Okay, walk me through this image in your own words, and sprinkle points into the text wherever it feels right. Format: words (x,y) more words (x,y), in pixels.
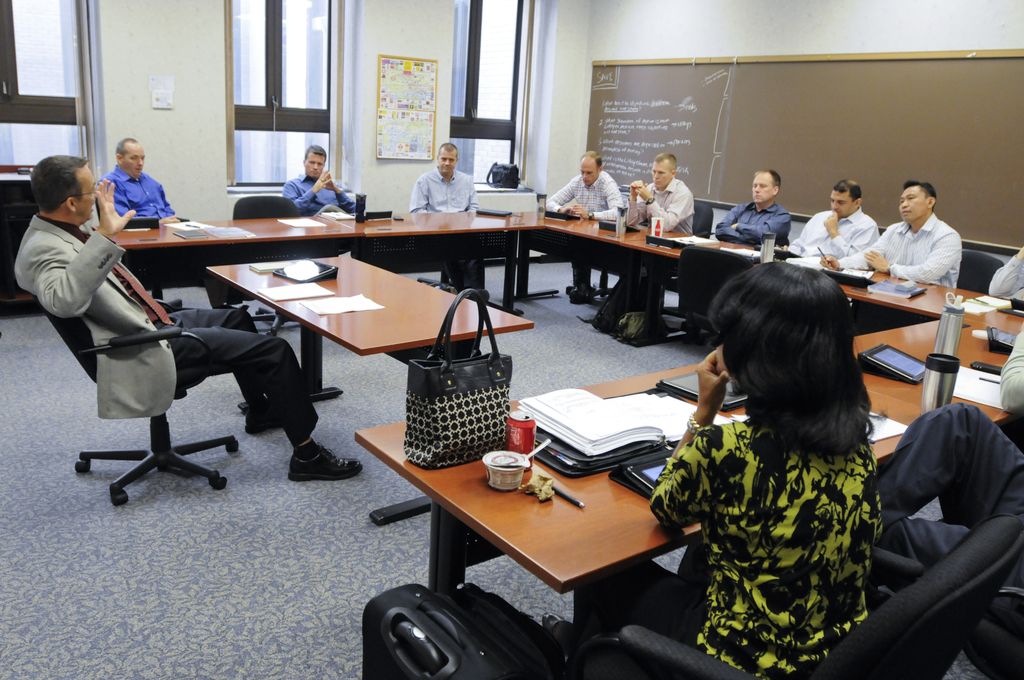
In this picture there are a group of people (925,476) sitting in a square shape, this a man (299,387) sitting here and raising his right hand (99,202), he has a table (339,273) which has some papers (306,293) kept on it, there is also a handbag (434,463), beverage can (531,448) and pen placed on the table (601,540) there are smartphones (619,475), there are some books (576,422) extra kept on the table (452,470) and there is a board (643,152) in the back (266,67) drop there are windows (252,88) also
